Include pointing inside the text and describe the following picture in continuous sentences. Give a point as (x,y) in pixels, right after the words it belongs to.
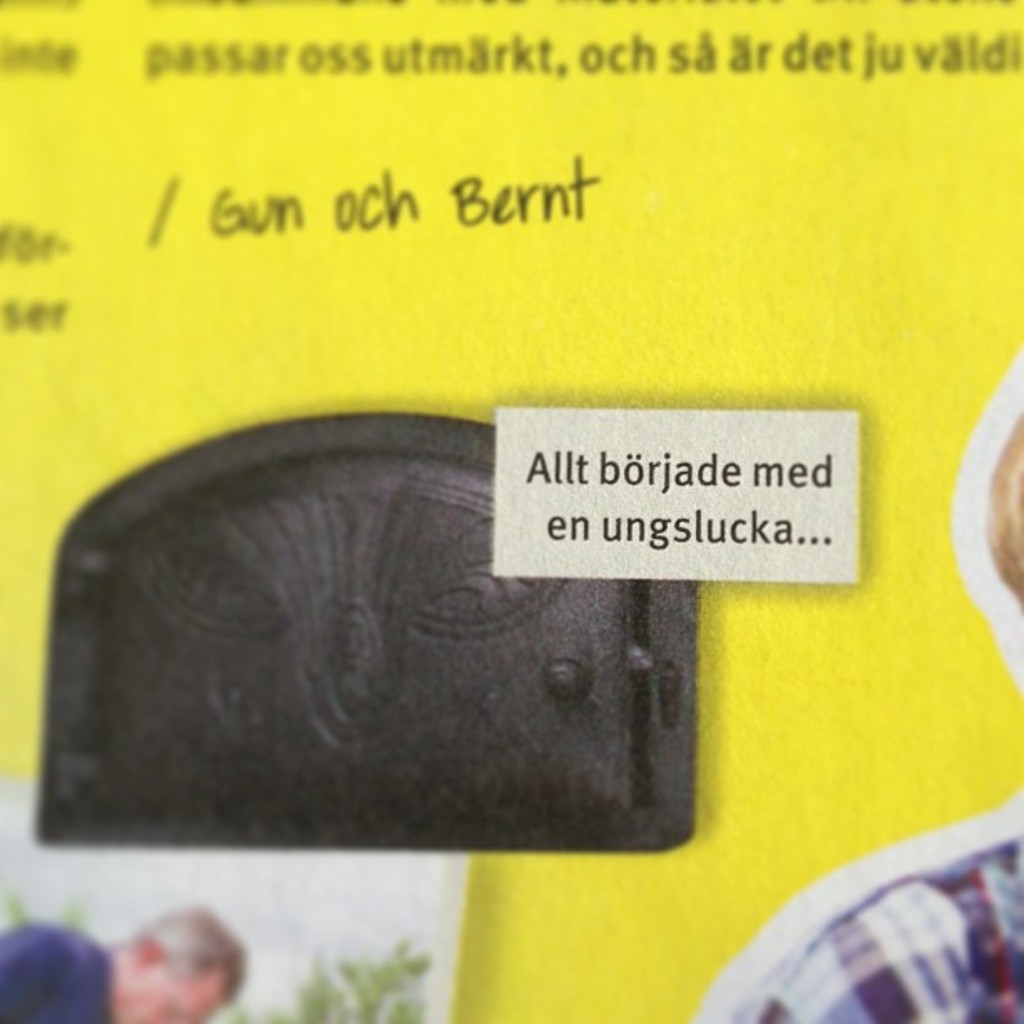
In this image, we can see a picture (159,974) and some text (280,212) on the yellow background (255,219).
